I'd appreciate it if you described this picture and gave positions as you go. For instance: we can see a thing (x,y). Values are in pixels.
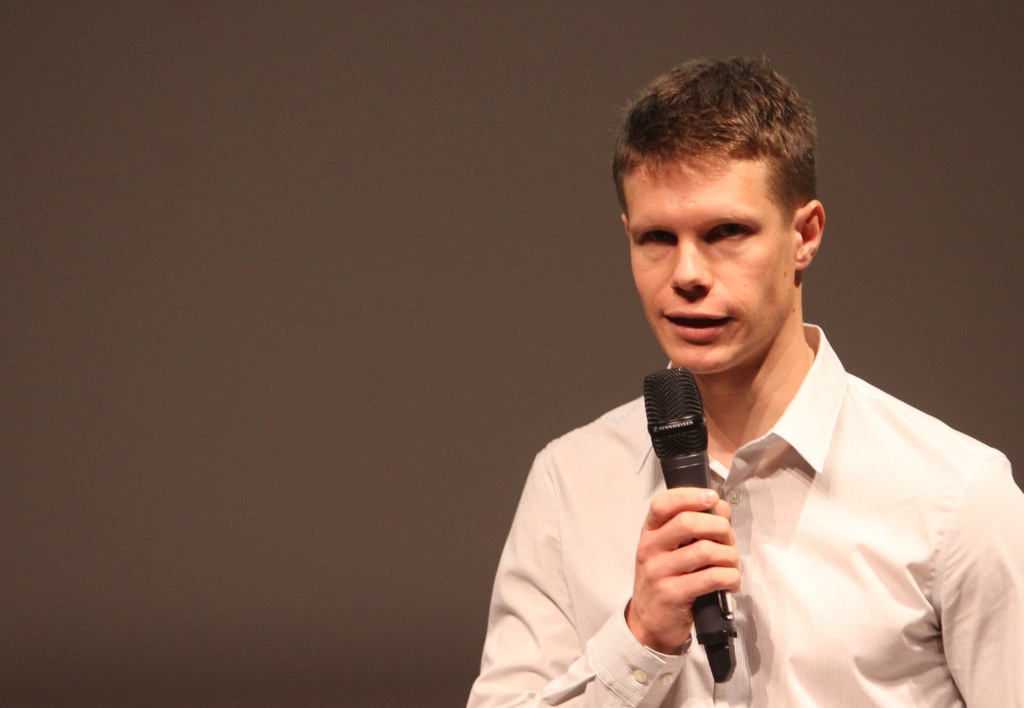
In this picture we can see a person (755,503) holding mike (655,432).
